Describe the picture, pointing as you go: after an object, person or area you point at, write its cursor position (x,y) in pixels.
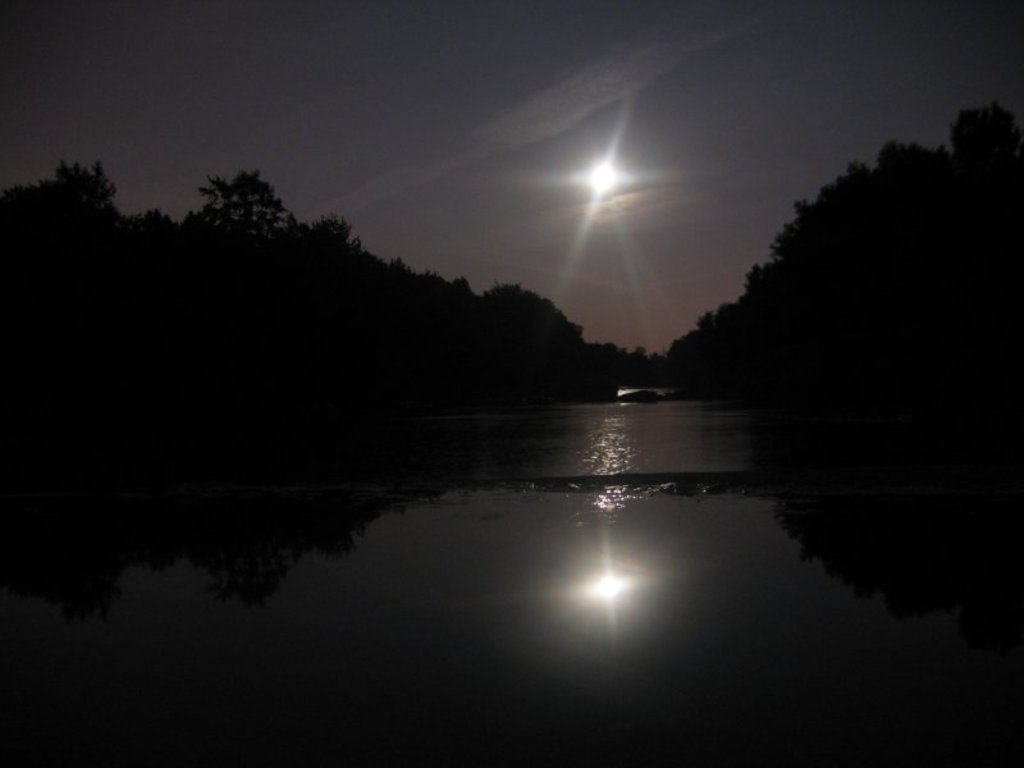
This picture shows moon (599,185) in the sky (552,195) and we see trees (834,267) on the both sides and water (430,450).
